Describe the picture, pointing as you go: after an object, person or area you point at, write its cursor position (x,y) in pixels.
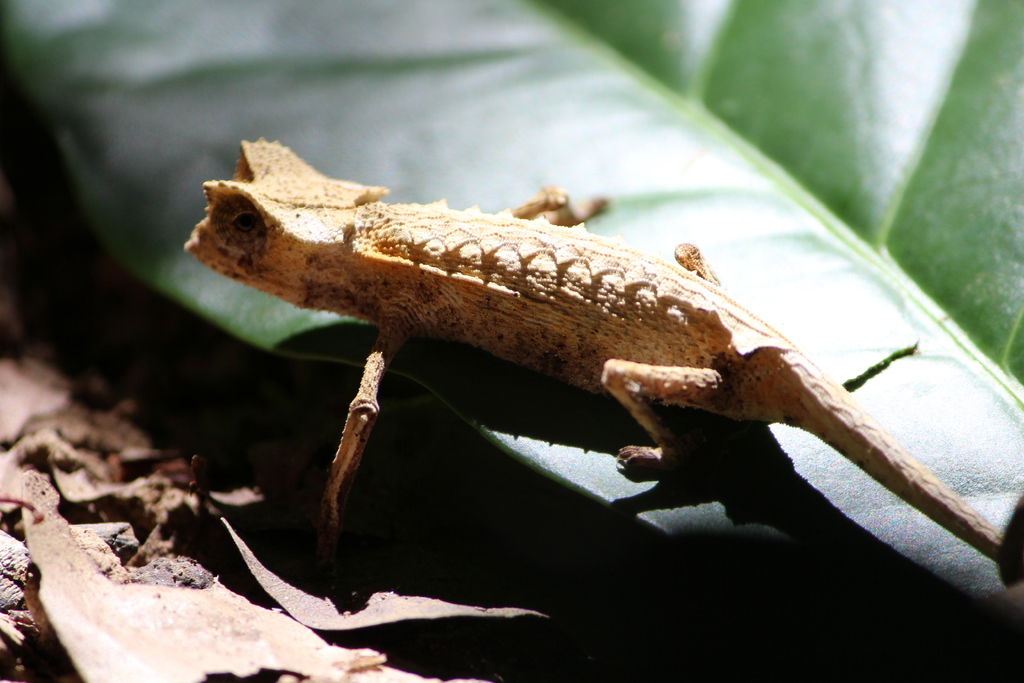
In this image there is a lizard (288,266) on the leaf (575,440).
